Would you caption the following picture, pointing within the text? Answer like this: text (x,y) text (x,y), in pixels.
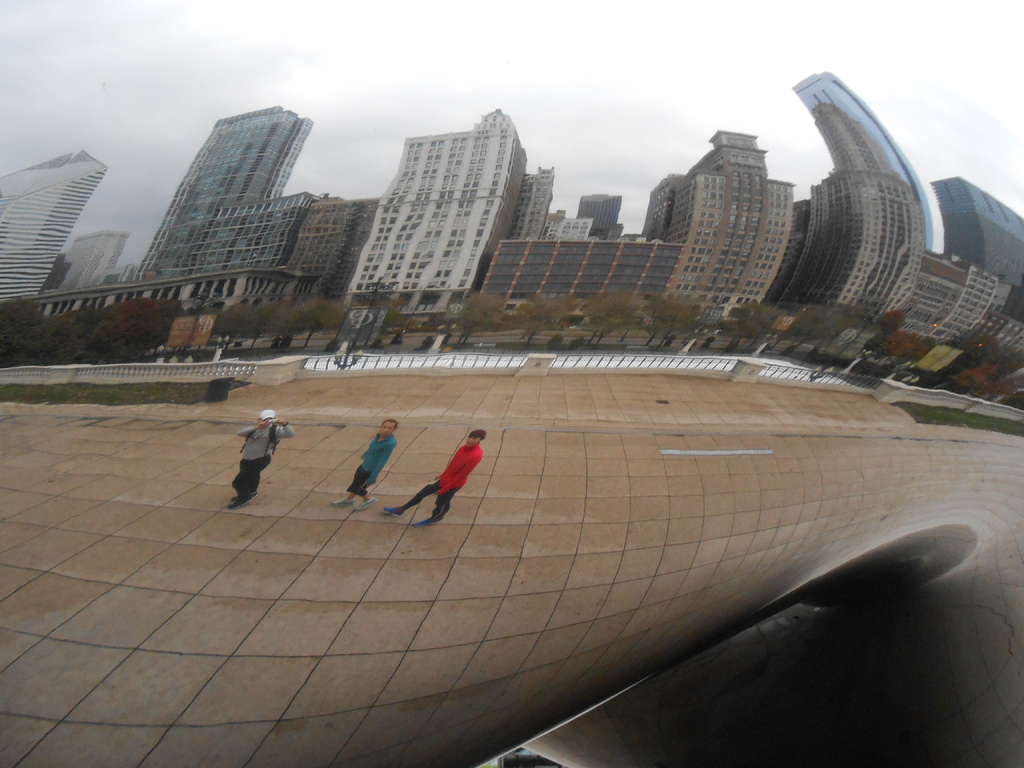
In this picture we can see three persons (382,440) walking on the ground (404,440), trees (965,356), fence (123,368), buildings (1002,258) with windows (341,258) and in the background (106,123) we can see the sky (469,50) with clouds (270,79).
